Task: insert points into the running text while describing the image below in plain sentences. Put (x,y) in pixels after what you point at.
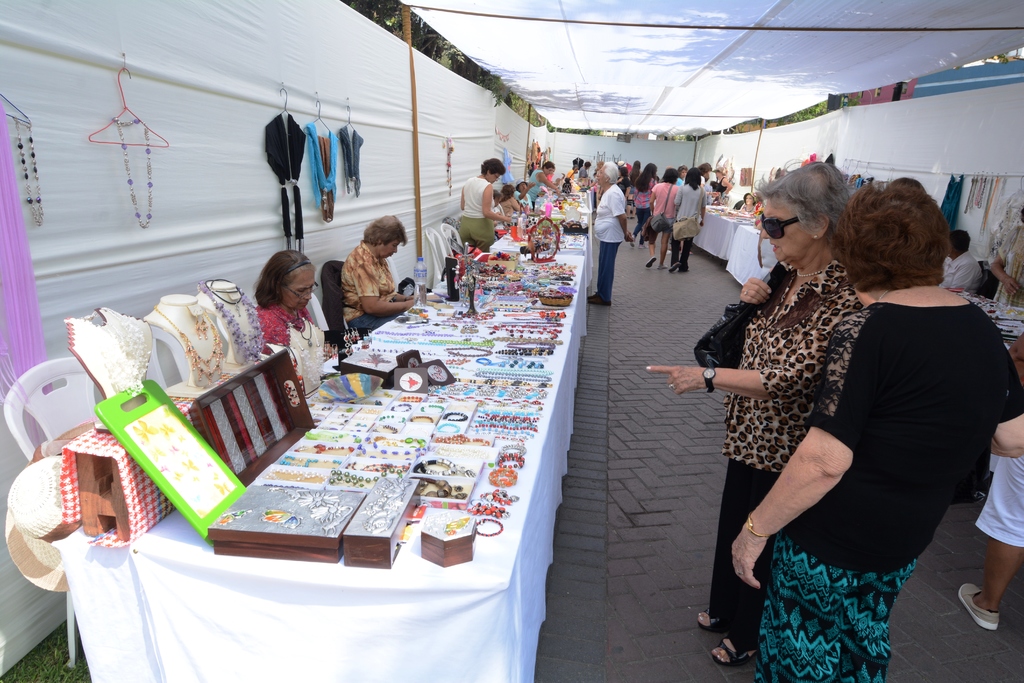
there are shopping stalls (511,335) in which some people (585,168) are sitting and selling and some people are walking and standing.
